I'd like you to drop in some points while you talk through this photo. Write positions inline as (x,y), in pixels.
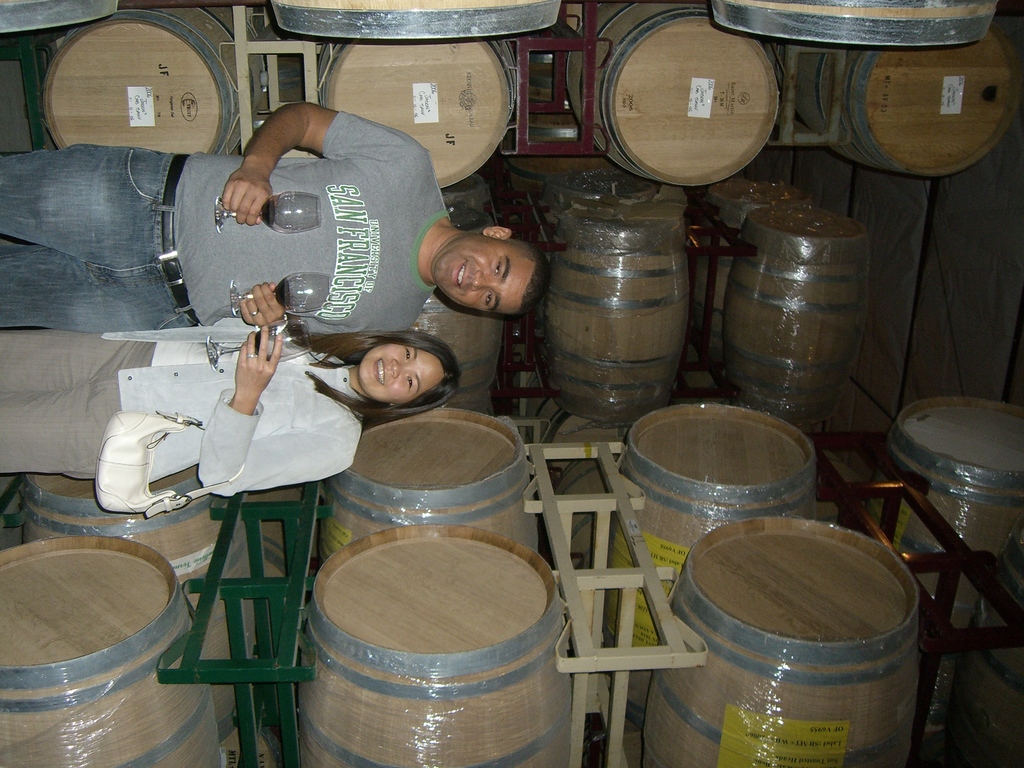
In the foreground of this image (182,215), there is a couple (326,359) standing holding glasses (283,337) and the woman (189,450) is holding a bag (130,445). In the background (739,420), there are barrels (623,205) on the stand (256,602) and on the right (948,302), there is the inside roof (922,295).
